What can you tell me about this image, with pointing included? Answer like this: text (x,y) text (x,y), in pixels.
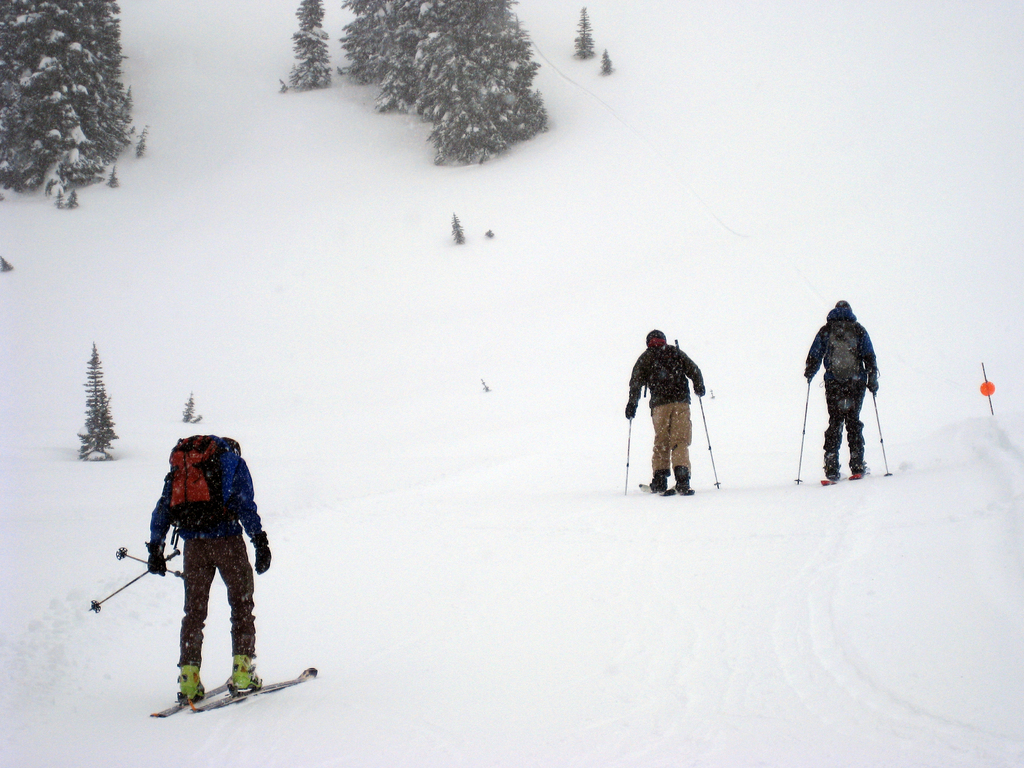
The land (340,489) is covered with snow (357,243). We can able to see trees (463,90) with snow (645,446). Persons (240,660) are riding with skis (236,694) and wore bags (203,516) and holding a stick (145,575).
